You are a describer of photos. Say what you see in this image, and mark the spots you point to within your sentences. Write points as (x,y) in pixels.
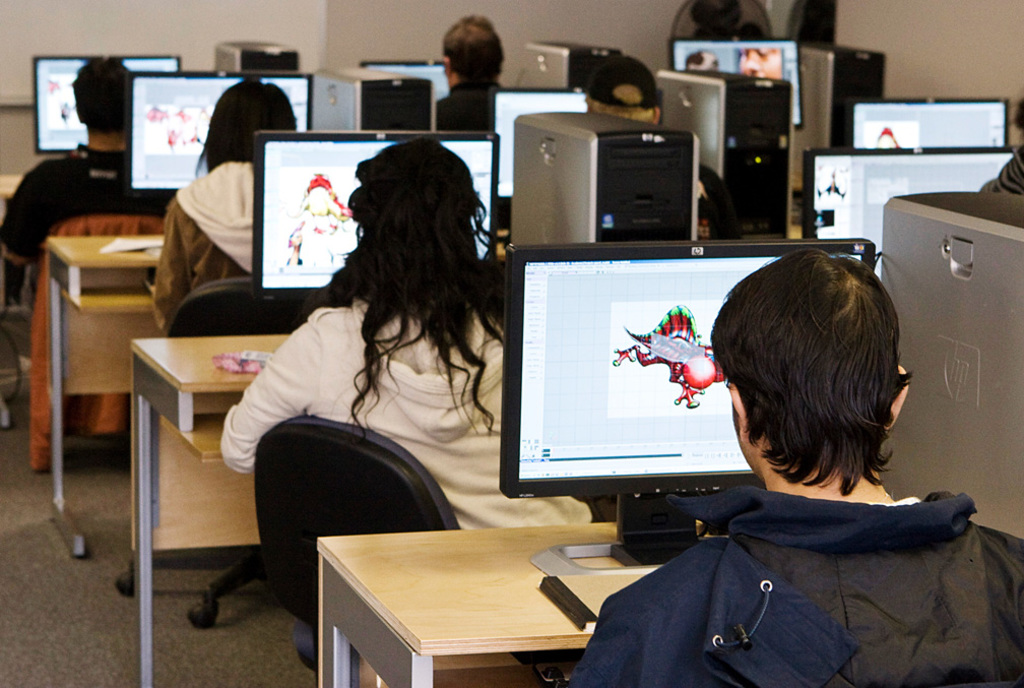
In this picture we can see a group of people (472,432) sitting on chairs (385,523) and in front of them there is table (361,600) and on table (330,544) we have monitors (605,307), papers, CPU (988,257) and in background (733,30) we can see wall (398,23), fan (693,32).
